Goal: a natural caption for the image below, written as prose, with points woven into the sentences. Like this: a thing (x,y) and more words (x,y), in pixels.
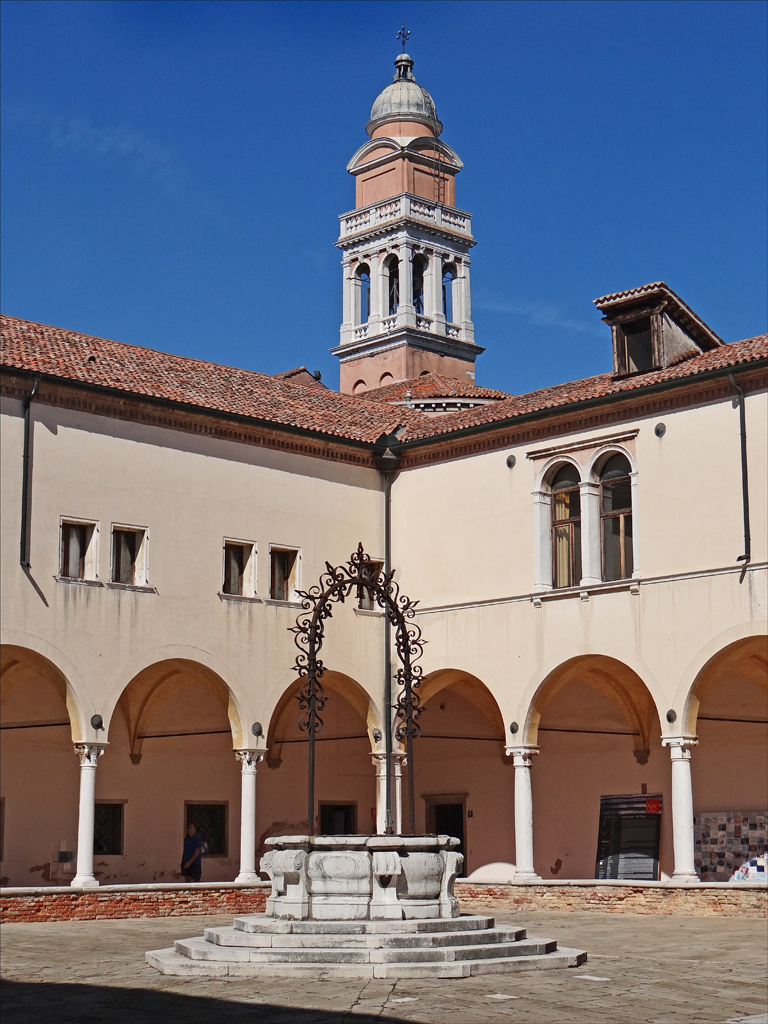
In this image in the center (401,548) there is a building (231,740), and in the foreground (383,880) there is a fountain (404,917) and some stairs (339,953). At the bottom (359,982) there is walkway (456,982) and at the top (474,93) there is sky (318,229).
